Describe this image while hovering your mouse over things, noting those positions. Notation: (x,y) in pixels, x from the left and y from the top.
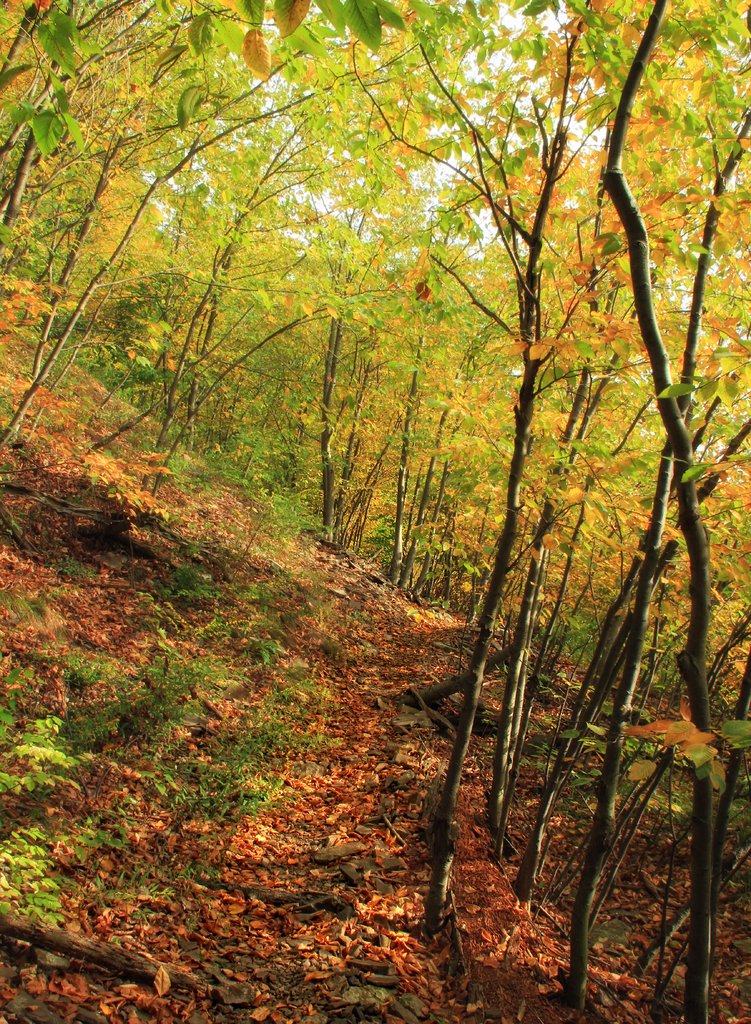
In this picture I can see plants (475,556), leaves (388,618) and trees (623,475).
